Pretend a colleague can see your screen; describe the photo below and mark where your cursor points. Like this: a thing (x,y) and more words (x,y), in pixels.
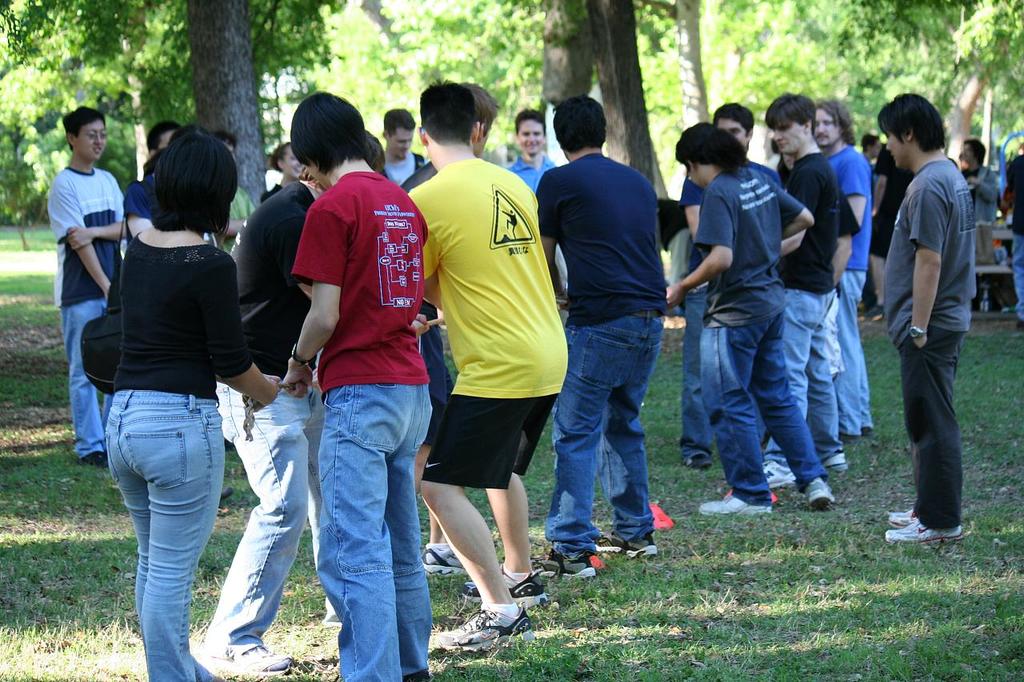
This is an outside view. At the bottom (685,629), I can see the grass (736,637) on the ground (679,645). Here I can see a crowd (392,419) of people (241,419) wearing t-shirts (754,252), shoes (459,643) and standing. In the background (415,59) there are many trees (409,44).
